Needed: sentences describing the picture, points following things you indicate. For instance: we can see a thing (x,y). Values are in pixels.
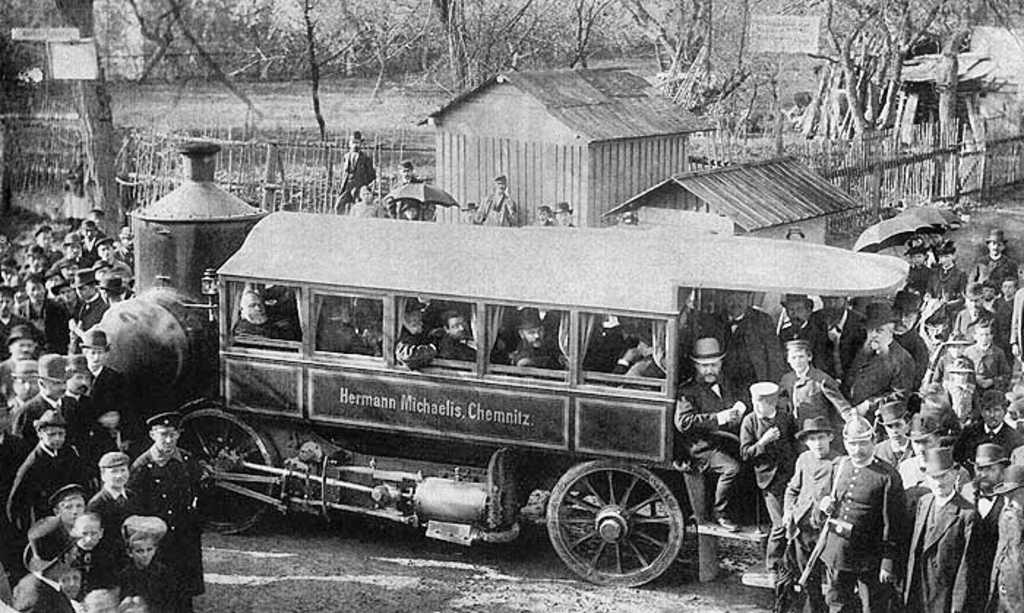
It is a black and white picture. In the center of the image (458,368) we can see a vehicle (444,402). Inside the vehicle (562,407), we can see a few people (404,351) are sitting. And we can see some text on the vehicle (494,389). In the background (588,52), we can see trees (588,52), sheds (687,117), fences (162,141), few people (855,383) are standing and they are in different costumes (887,382) and a few other objects (820,114). Among them, we can see a few people (874,372) are wearing caps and a few people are holding some objects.
